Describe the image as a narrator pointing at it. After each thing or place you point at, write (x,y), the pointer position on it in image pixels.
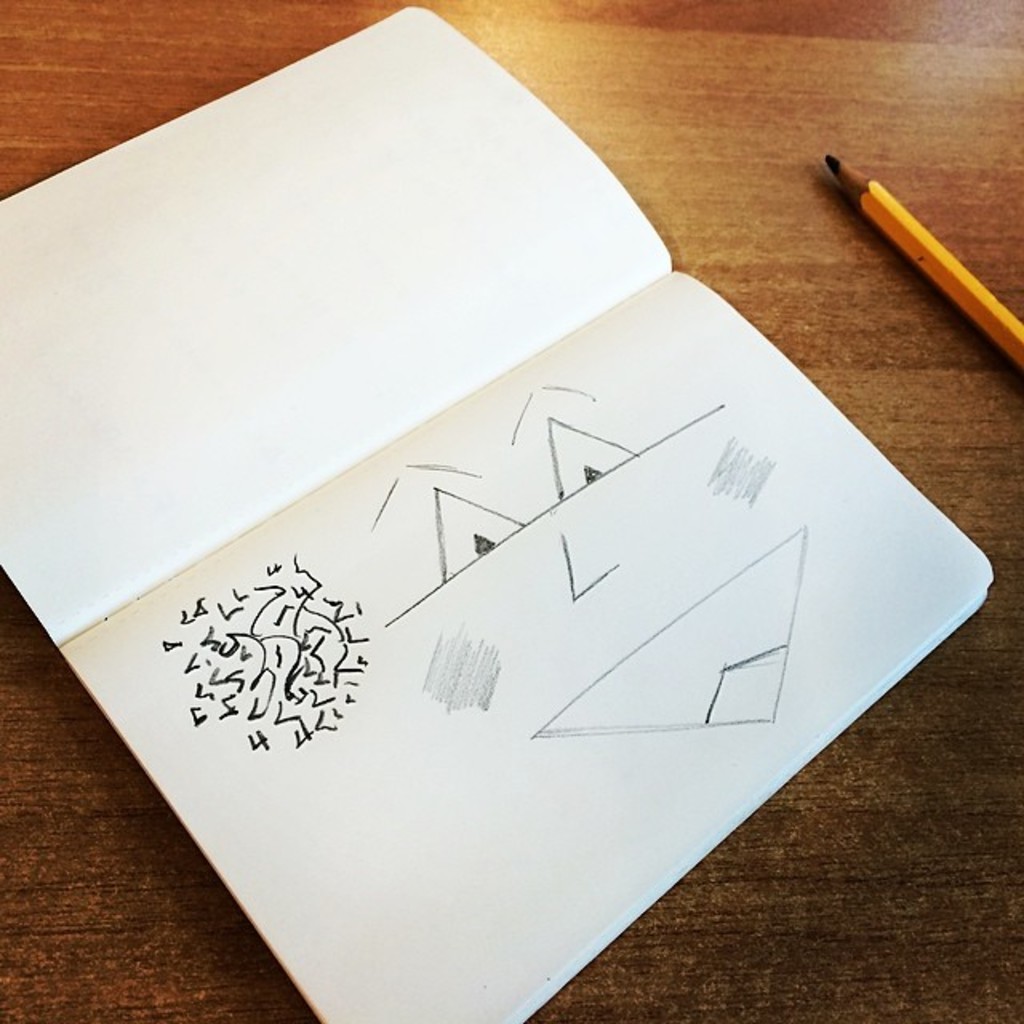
This picture contains a book (310,622) and a pencil (978,288) in yellow color is placed on the brown color table (763,38). We even see something is drawn in the book (563,587).
